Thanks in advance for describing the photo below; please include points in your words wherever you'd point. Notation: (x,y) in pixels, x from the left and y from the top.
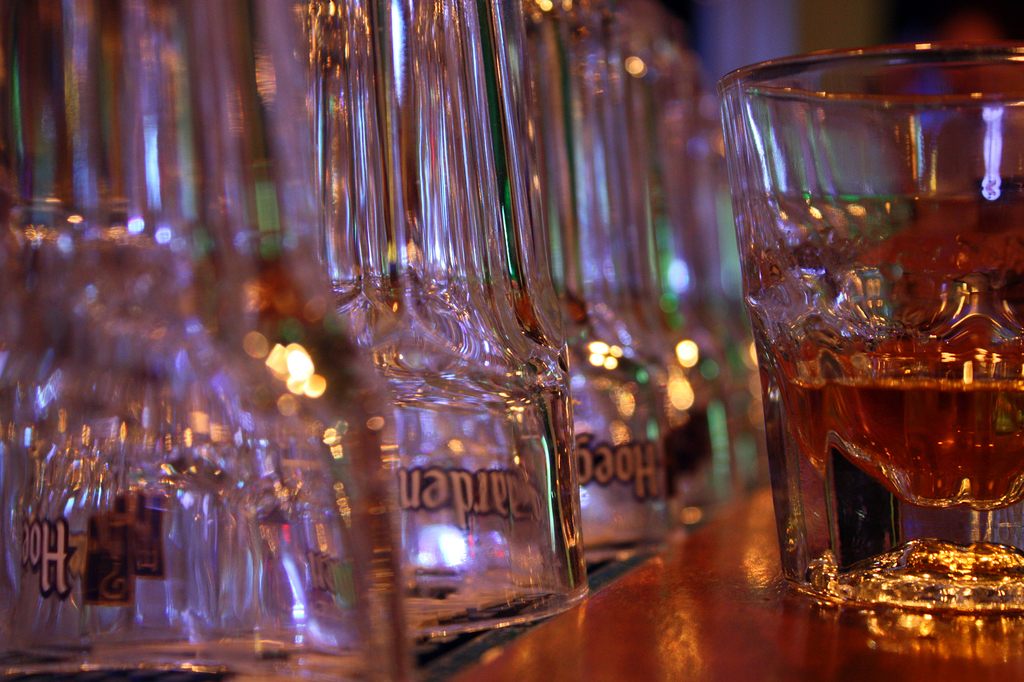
In this picture we can see a glass (805,433) with drink (957,442) in it and beside this glass (869,457) we can see some glasses (369,341) and these all are placed on a platform (664,586).
